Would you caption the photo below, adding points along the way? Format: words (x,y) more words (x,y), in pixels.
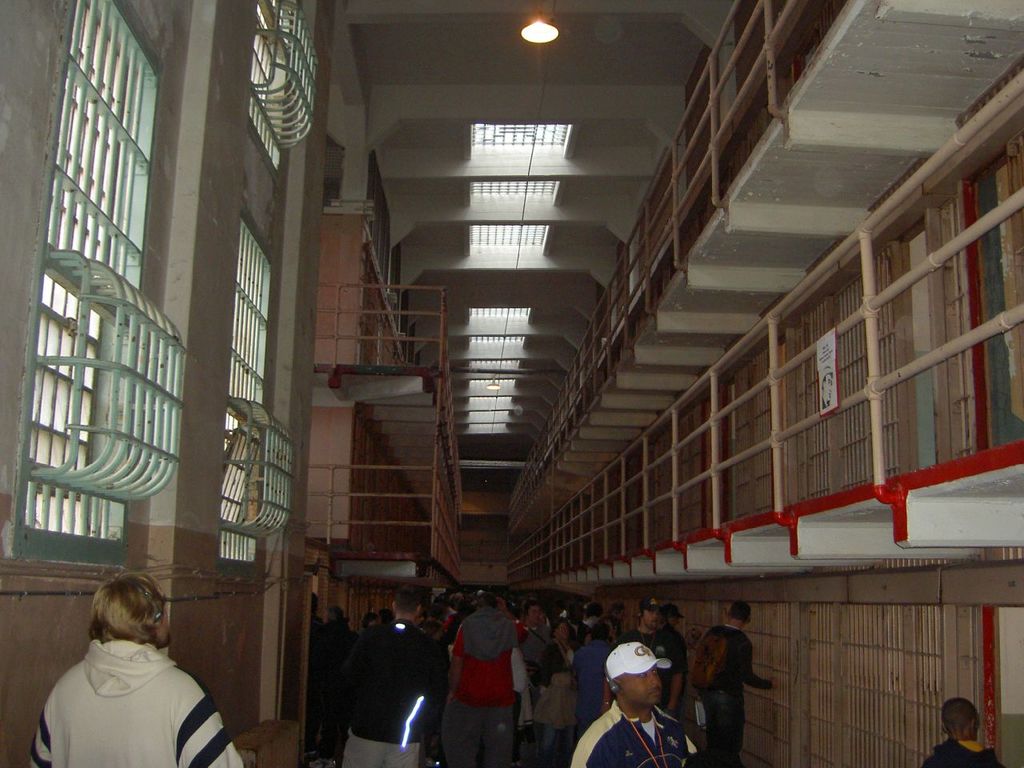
In this picture we can see a few people (377,618). We can see some text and a person (831,382) on a white surface (828,356). There are a few rods (811,352) and a light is visible on top of the picture (536,30).
